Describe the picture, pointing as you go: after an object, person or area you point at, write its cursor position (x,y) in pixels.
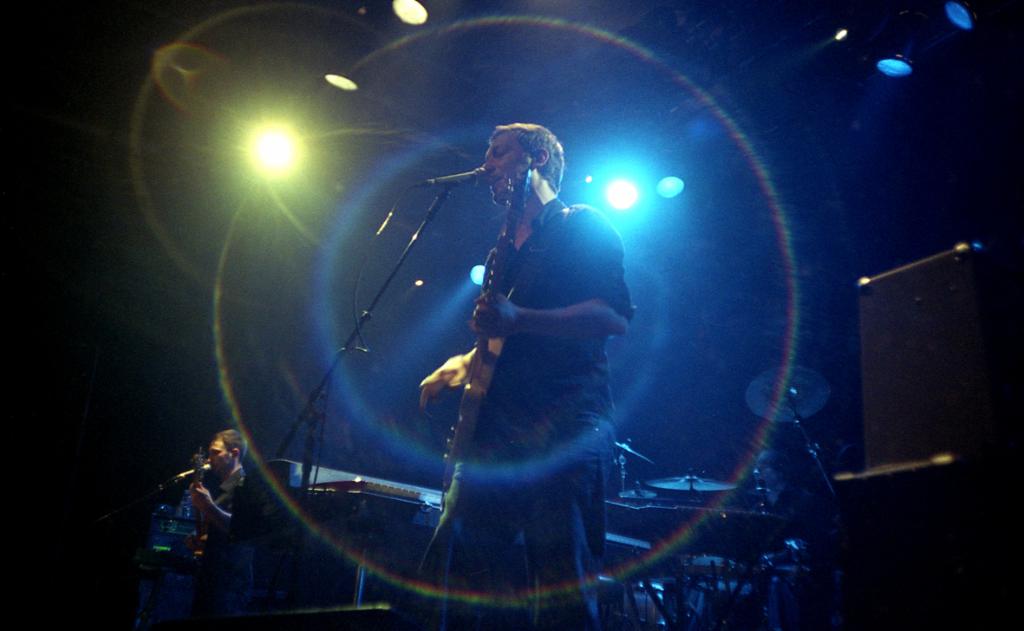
This picture is clicked in a musical concert. The man (610,239) in black shirt (537,399) is holding a guitar (463,438) in his hand (441,372). In front of him, we see a microphone (444,178) and he is singing the song on the microphone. Behind him, we see many musical instruments (649,523). On the left side (229,485), the man (213,510) in black shirt (244,490) is holding a guitar (198,456) in his hand (208,487) and he is singing on the microphone (207,467). In the background (205,339), it is black in color.
